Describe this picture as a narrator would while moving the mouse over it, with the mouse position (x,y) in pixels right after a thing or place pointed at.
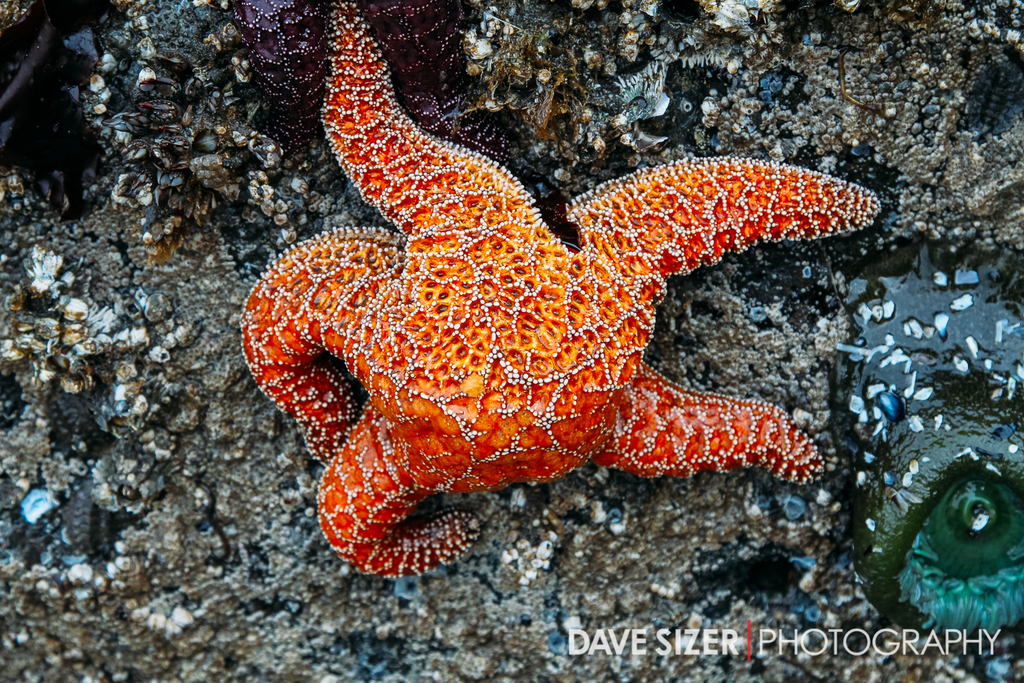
In this image there is a starfish (480,226) on the seabed (114,383). There is some text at the bottom of the image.
